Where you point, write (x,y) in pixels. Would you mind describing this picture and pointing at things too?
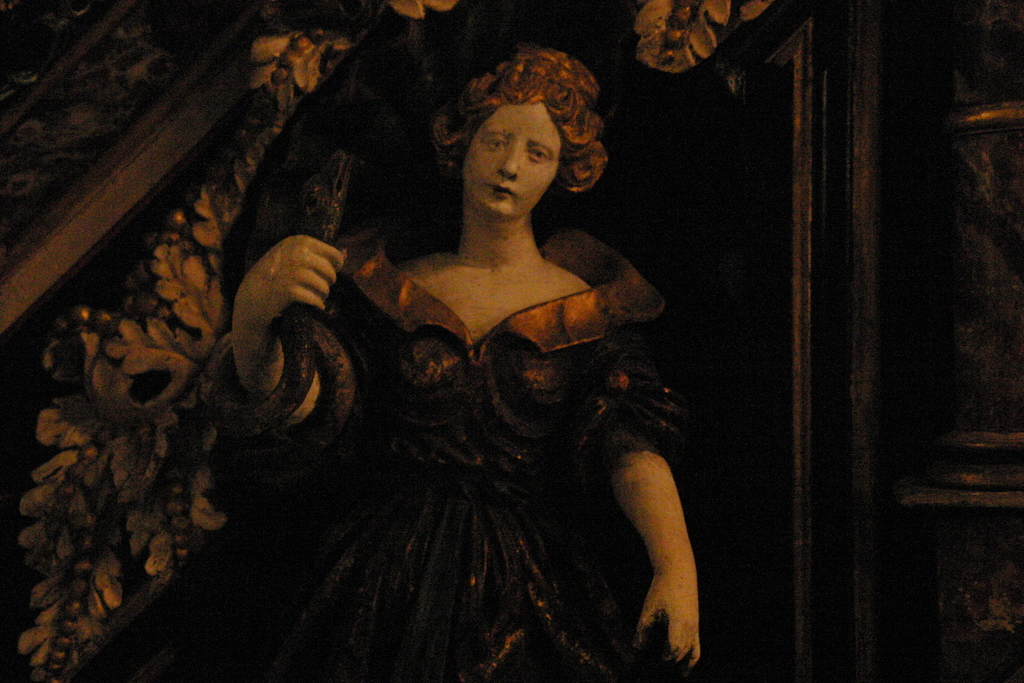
In this picture we can see statue (424,435) of a person (464,347).
